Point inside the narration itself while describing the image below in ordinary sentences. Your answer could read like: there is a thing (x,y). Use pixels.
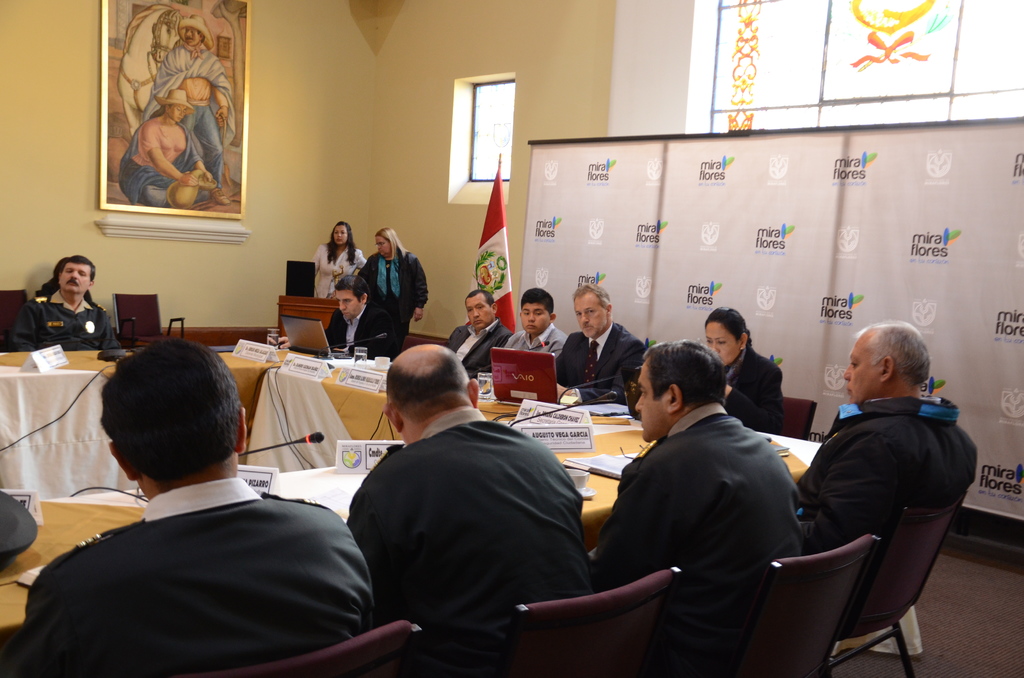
In this image I can see number of people (671,383) are sitting on chairs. I can also see few laptops (320,349) on this table (553,410). Here I can see two women (329,258) are standing. On this wall (288,170) I can see a frame (182,199) and here I can see a flag (499,168).
